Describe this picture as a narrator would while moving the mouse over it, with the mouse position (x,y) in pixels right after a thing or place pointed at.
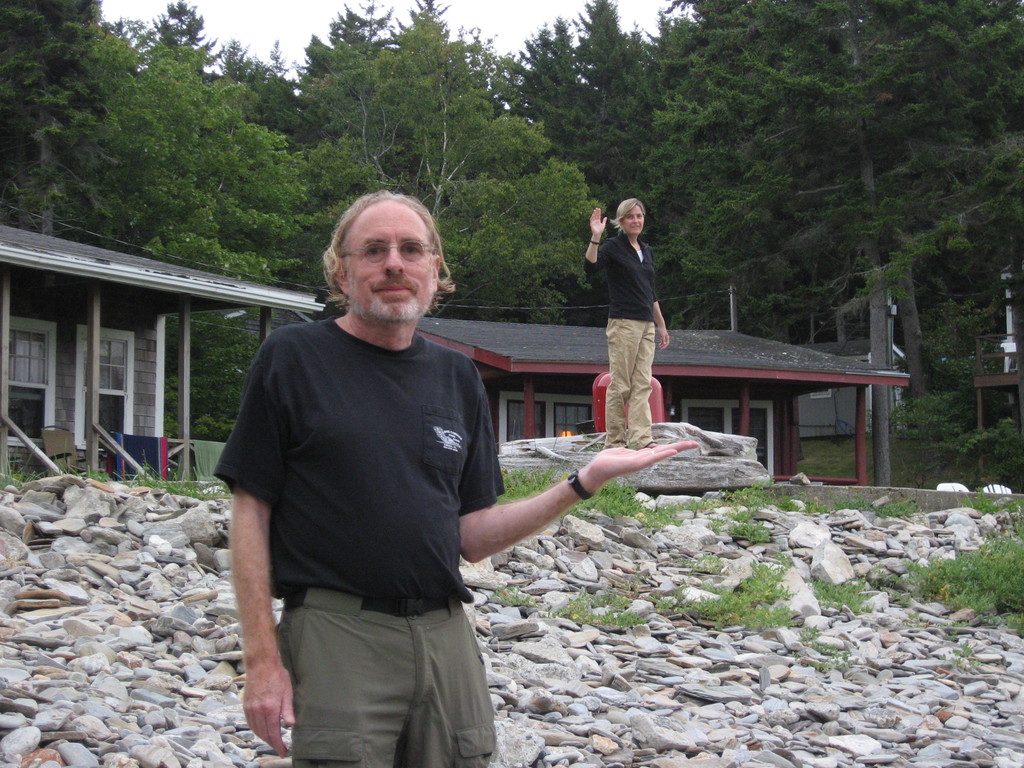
This image consists of two persons (445,469). In the front (368,572), there is a man (390,479) wearing a black T-shirt (451,517). In the background (645,316), there is a woman (629,348) standing on the rock (642,482). At the bottom (44,625), there are stones (894,687) and rocks (614,710). In the background (83,259), there are two houses (513,345) along with the trees (634,170). At the top (508,22), there is a sky (302,25).
